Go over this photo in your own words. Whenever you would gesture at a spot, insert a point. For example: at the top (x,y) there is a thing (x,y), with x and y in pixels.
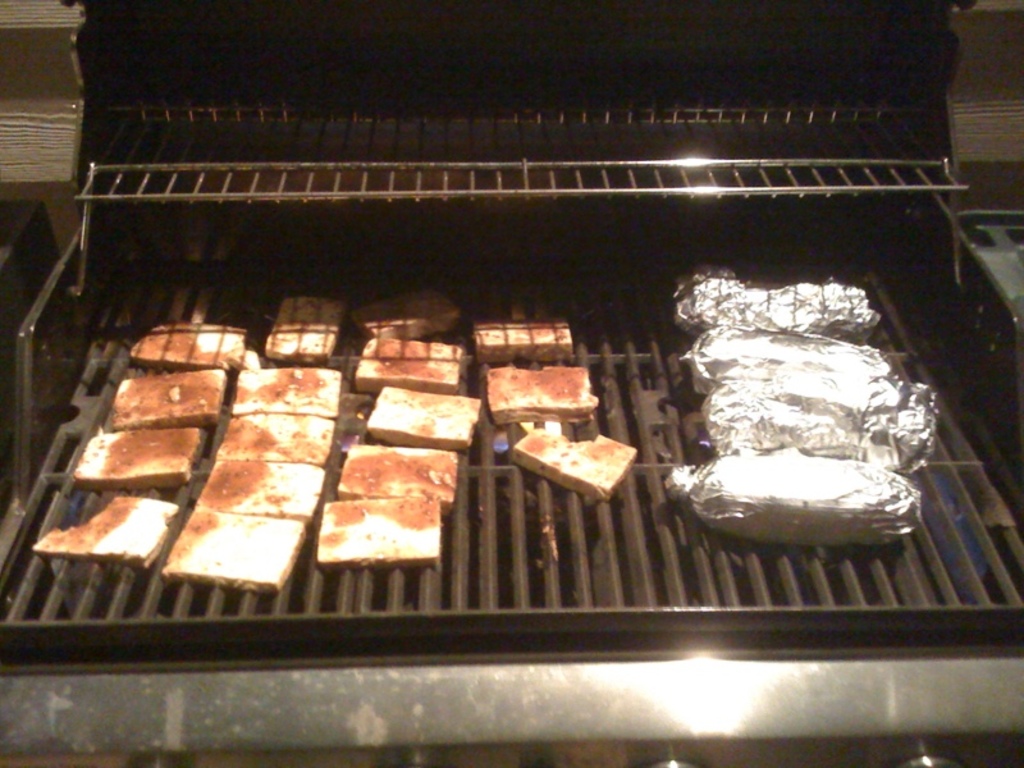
In the image I can see a grill (358,444) on which there is some food item (412,463) and also I can see some other food item (796,399) which is packed with the silver wrapper (772,443).
